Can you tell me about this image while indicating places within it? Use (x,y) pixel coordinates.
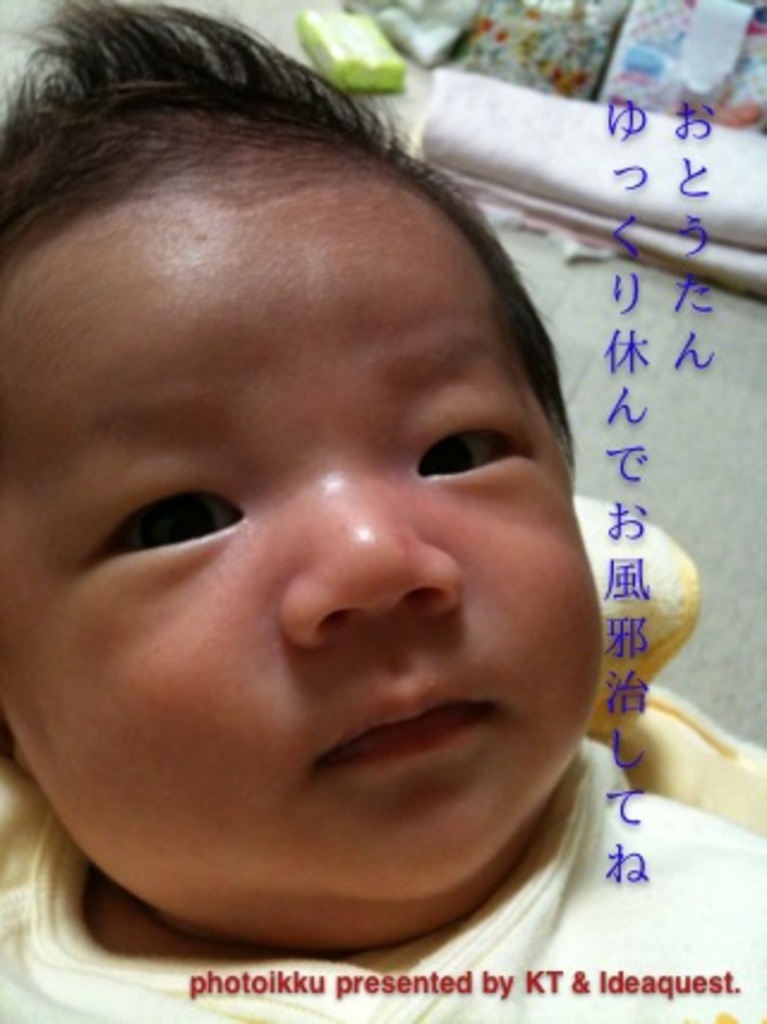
In this image I can see a baby (499,725), text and some objects (591,250) in the background (591,236). This image is taken, may be in a room (681,485).
